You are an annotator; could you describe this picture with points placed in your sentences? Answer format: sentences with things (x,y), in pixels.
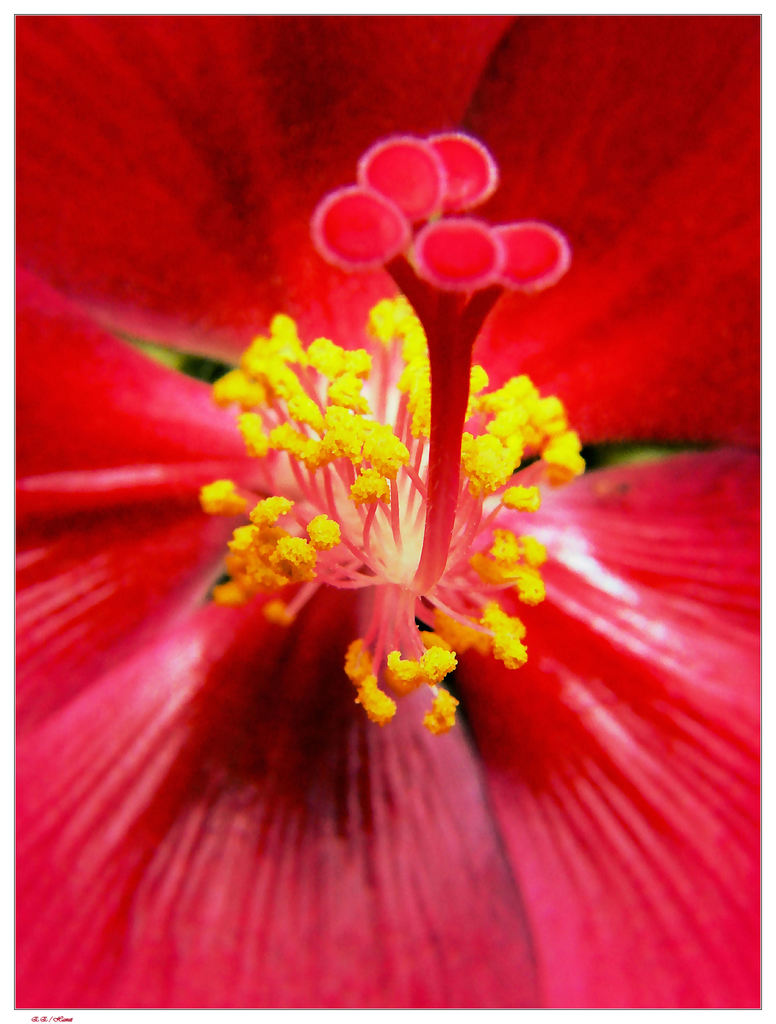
In this image I can see the flower (238,339) which is in red and yellow color.
